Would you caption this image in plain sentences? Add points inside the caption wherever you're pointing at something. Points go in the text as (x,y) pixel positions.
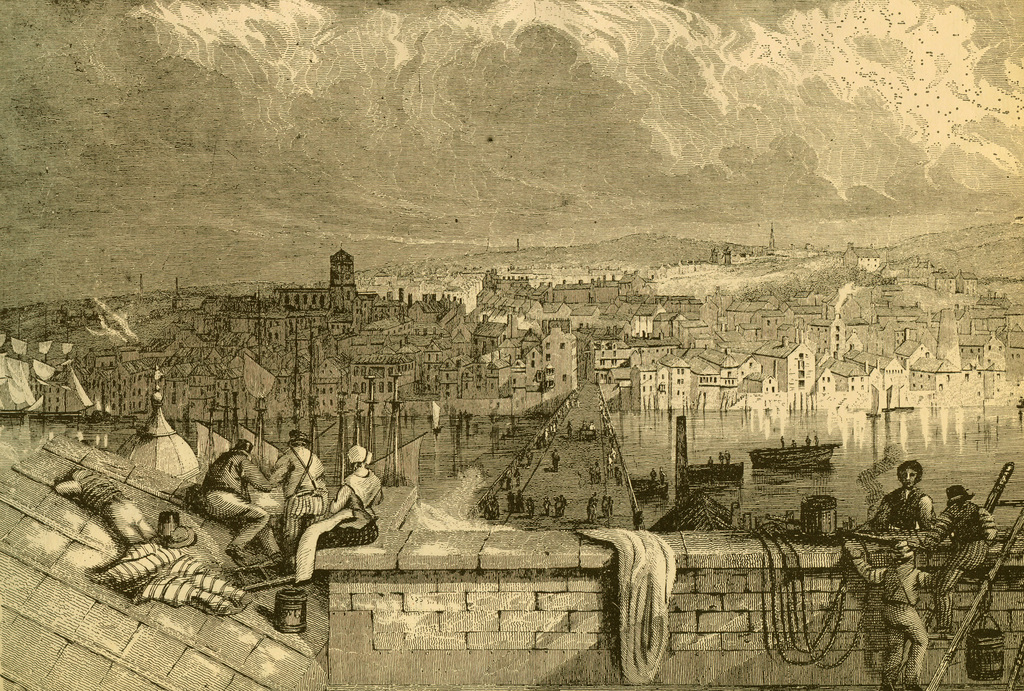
In this image we can see a drawing (460,332). We can see many people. There are many buildings (519,363) and houses (633,323) in the image. We can see the lake (746,458) in the image. We can see the sky (625,161) in the image. There is a bridge (603,480) in the image.
